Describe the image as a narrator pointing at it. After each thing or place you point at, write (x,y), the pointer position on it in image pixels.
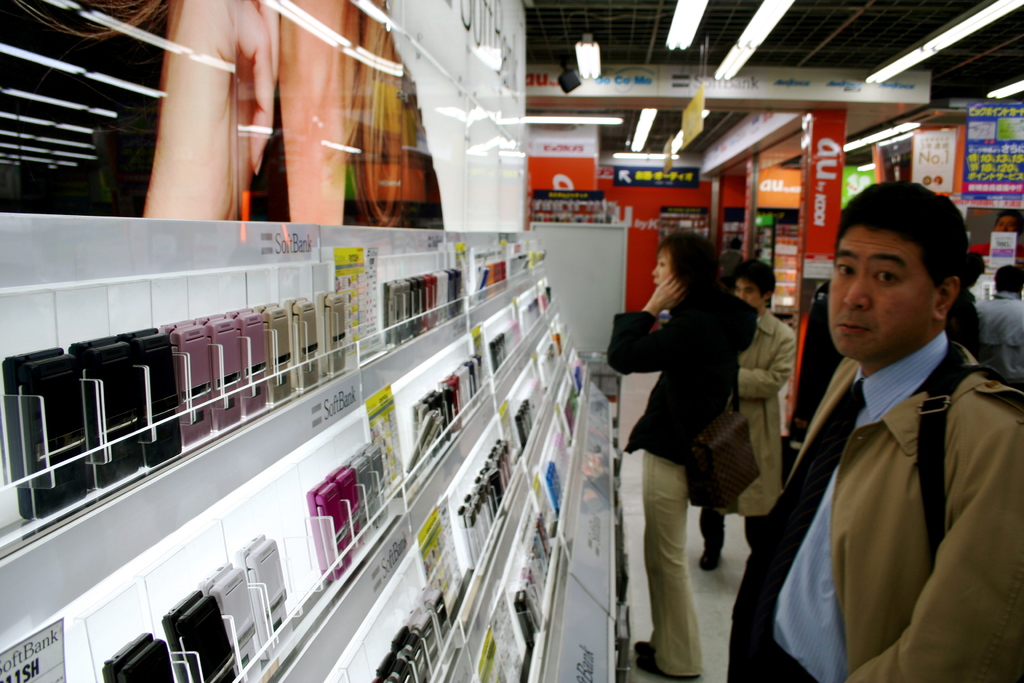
In this image we can see a group of people (671,246) standing on the floor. We can also see some devices (485,499) placed in the racks (426,473), some boards (383,438) with the pictures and text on them and a roof (714,56) with some ceiling lights (741,54).
